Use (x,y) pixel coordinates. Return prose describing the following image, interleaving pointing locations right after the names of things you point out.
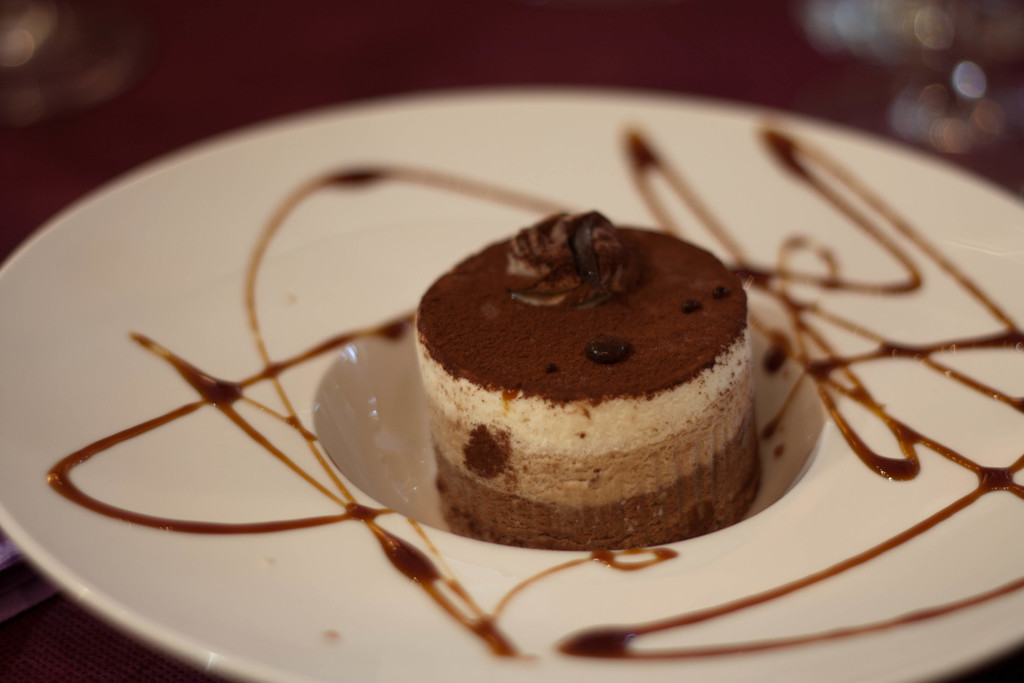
In this picture we can see a plate (139,353), there is a cake (651,398) and cream (151,345) present in the plate (579,159), we can see a blurry background (723,19).
